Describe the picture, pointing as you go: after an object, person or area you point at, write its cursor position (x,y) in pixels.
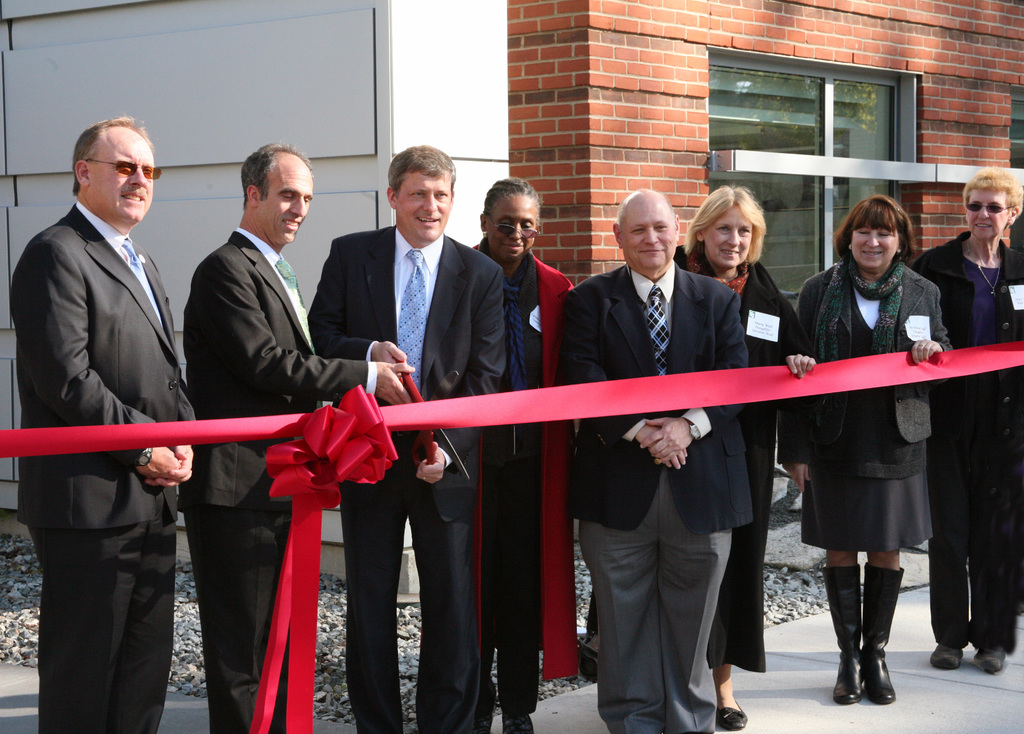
In this picture there are group of people (203,492) standing and there is a person (432,214) standing and holding the scissors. At the back (455,152) there is a building (515,131) and there is reflection (807,105) of tree (807,105) on the mirror (841,113). At the bottom (930,696) there is a road (945,687) and there are stones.
